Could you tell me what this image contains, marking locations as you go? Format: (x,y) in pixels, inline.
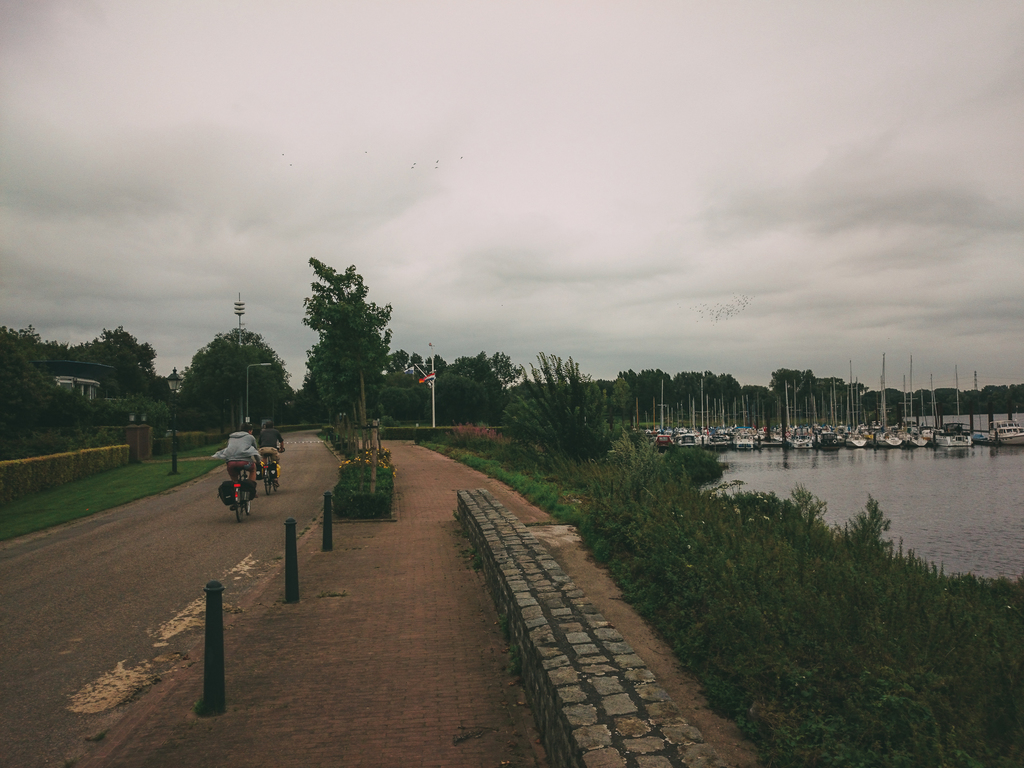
In this image there are two people (254,459) riding the bicycle (250,498) on the road (200,517). There are poles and plants (374,490) on the pavement (378,529) having a stone wall (600,715). Left side (163,457) there is a street light (177,398) on the grassland (109,494). Left side there is a wall (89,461). Right side there are boats (684,434) on the surface (925,482) of the water (930,511). There are plants (757,619) on the grassland (589,508). Background (678,391) there are trees (74,403). Left side (72,390) there is a building (95,395). Top of the image (587,69) there is sky (533,129).
